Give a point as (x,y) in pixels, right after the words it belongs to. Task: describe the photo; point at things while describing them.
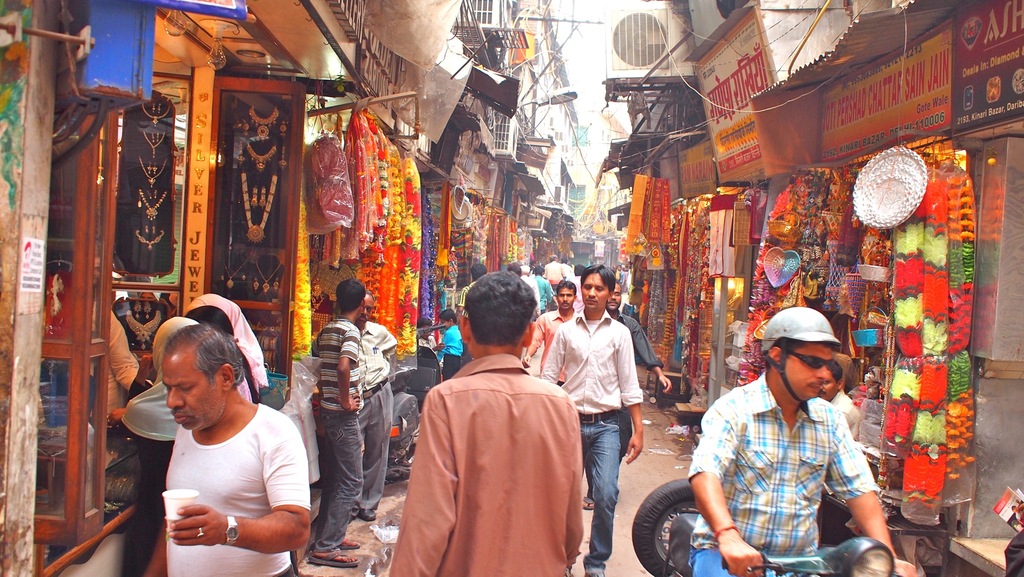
In the center of the image (502,350) we can see persons (495,366) and vehicles (681,488) on the road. On the right side of the image (973,104) we can see air conditioner (616,63), shops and name boards (931,78). On the left side of the image (337,302) we can see air conditioners (510,124), shops (245,230), ornaments (274,114) and vehicle (393,388). In the background (591,28) there is a sky (577,33).
